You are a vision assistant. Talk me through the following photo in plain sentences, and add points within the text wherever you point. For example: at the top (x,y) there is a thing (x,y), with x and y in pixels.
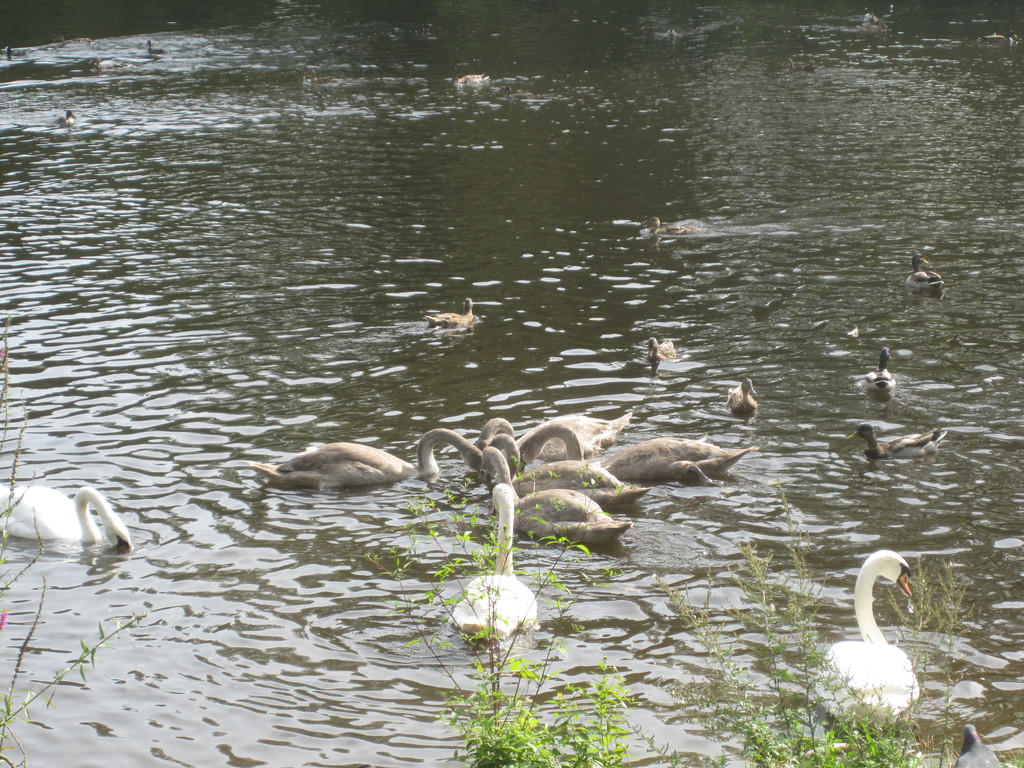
In this image, I can see the swans (654,441) and ducks (882,349) in the water (618,298). At the bottom of the image (556,748), there are plants (592,722).
